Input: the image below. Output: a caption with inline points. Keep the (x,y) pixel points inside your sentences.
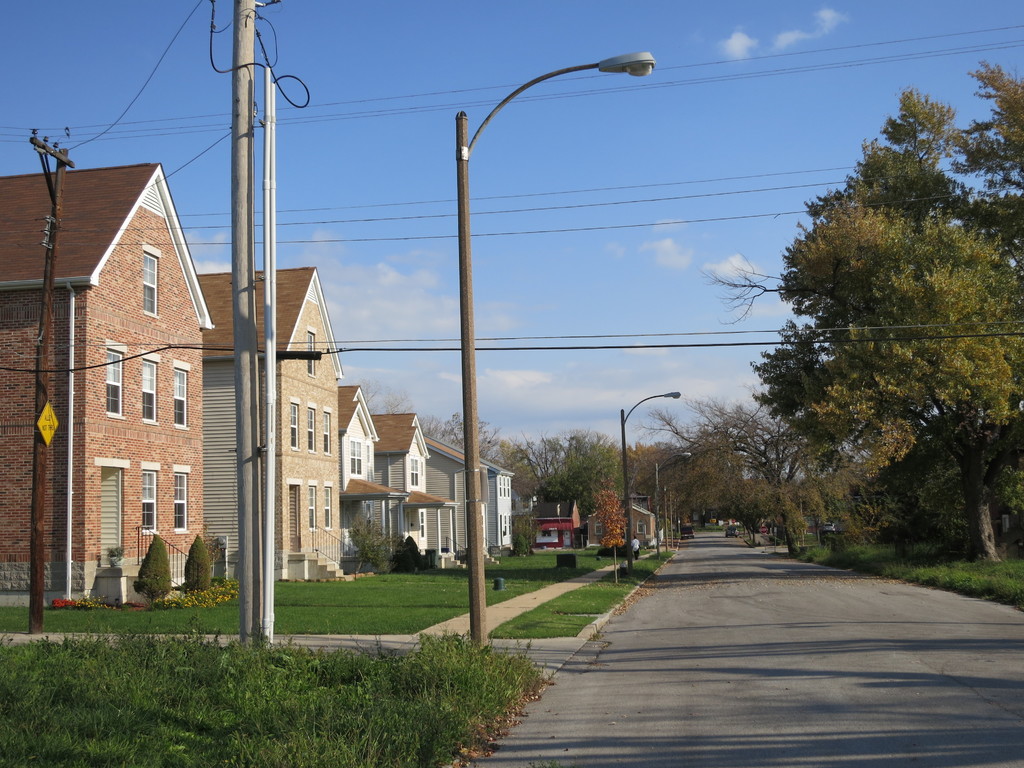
In this picture we can see some buildings (298,517) on the left side (171,466), at the bottom (388,681) there is grass (391,626), we can see trees (808,505) in the background (925,489), there is a pole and a light (624,70) here, we can see wires (621,85) here, there is the sky (452,60) at the top of the picture (447,51).
